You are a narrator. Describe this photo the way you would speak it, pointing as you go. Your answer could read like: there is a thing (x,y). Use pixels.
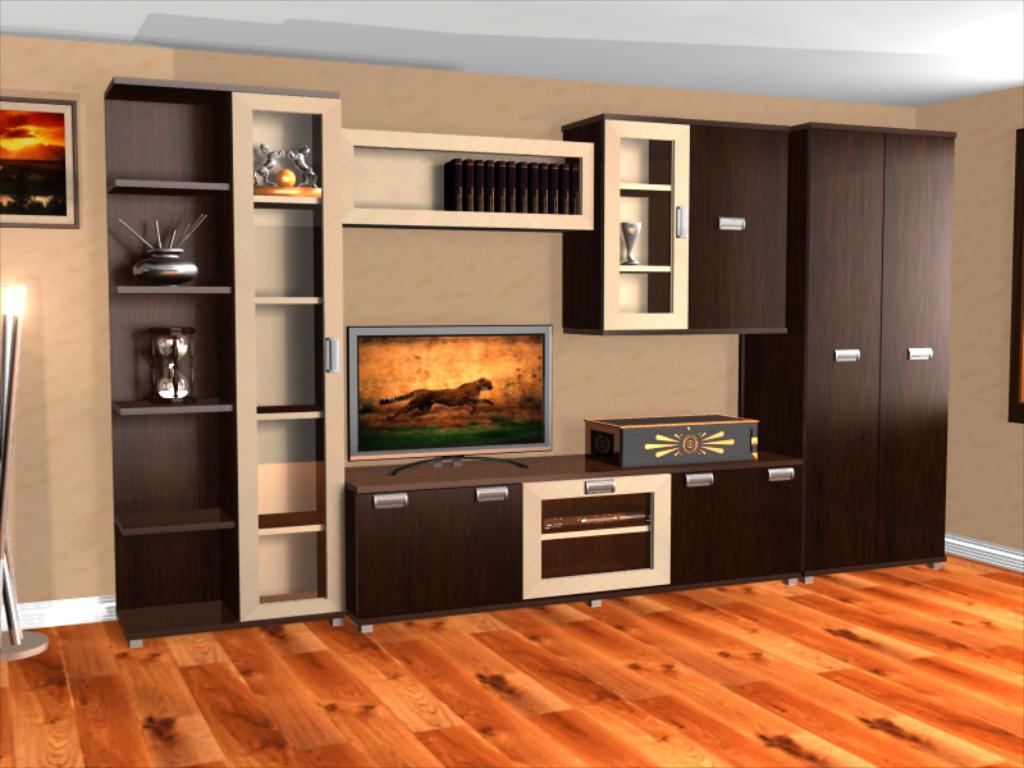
In this picture I can see cupboards (797,371), a television (539,388) and few items (577,200) on the shelves (195,320). I can see a photo frame (45,204) on the wall (82,497) and a light (9,365) on the left side of the picture (10,154).
